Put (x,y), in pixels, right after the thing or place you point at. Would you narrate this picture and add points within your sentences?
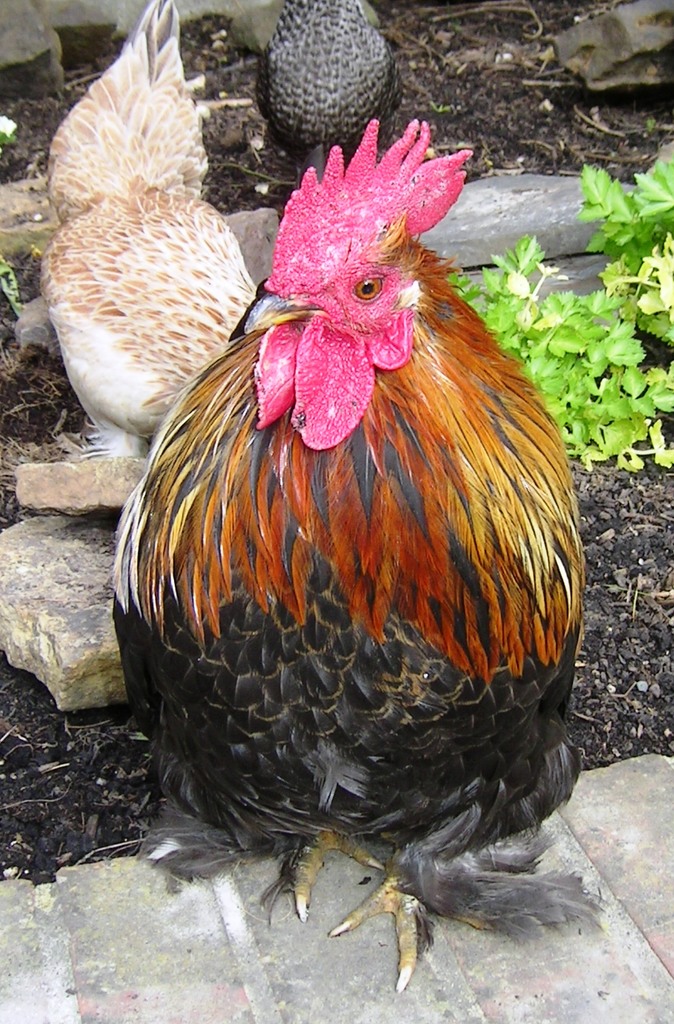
In this image we can see hens (427,549) on the ground (2,167). In the background (66,483) we can see stones (67,532) and leaves (565,371).
